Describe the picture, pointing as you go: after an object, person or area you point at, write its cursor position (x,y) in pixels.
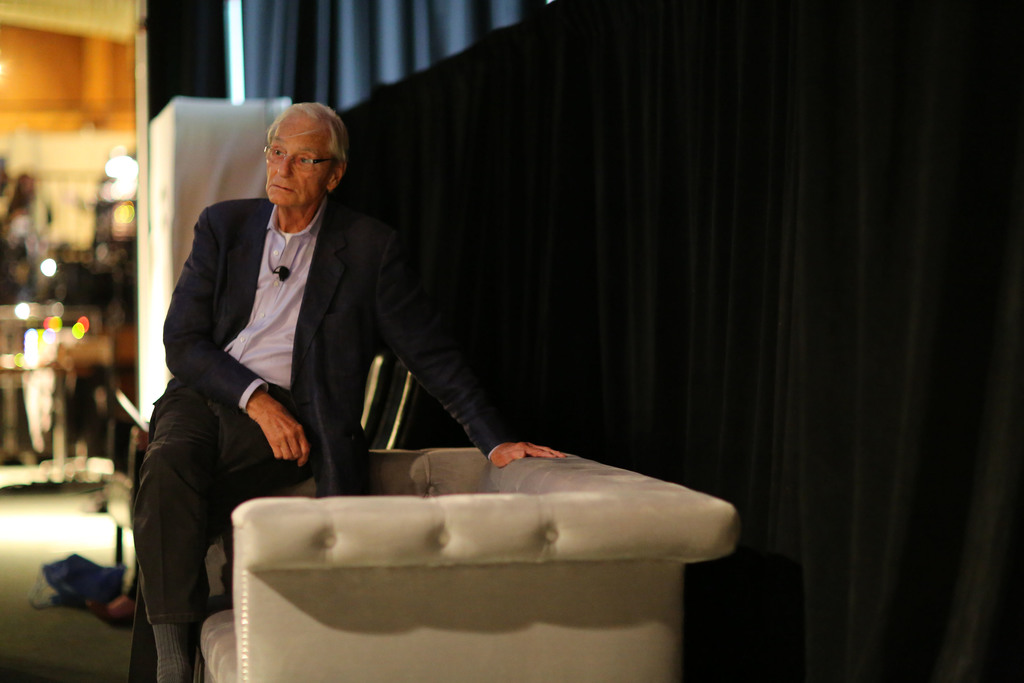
In this image we can see a person (336,365) wearing a coat (228,377) and spectacles (313,157) is sitting on a chair (344,620) placed on the floor (120,659). In the background (774,669) we can see the curtains (829,327).
